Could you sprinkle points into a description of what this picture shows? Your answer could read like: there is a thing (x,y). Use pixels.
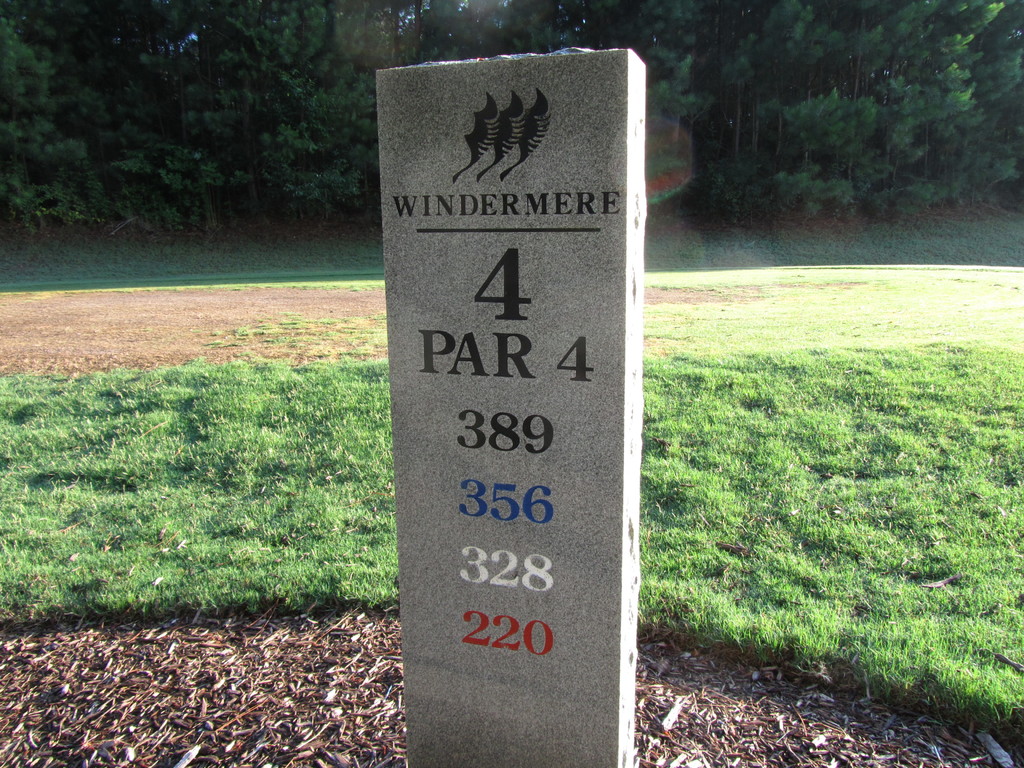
On a mile stone (501,408), there are some numbers (480,418) are written and behind the stone (466,516) there is a grass (656,322) and in the background (45,110) there are many trees (698,85).
